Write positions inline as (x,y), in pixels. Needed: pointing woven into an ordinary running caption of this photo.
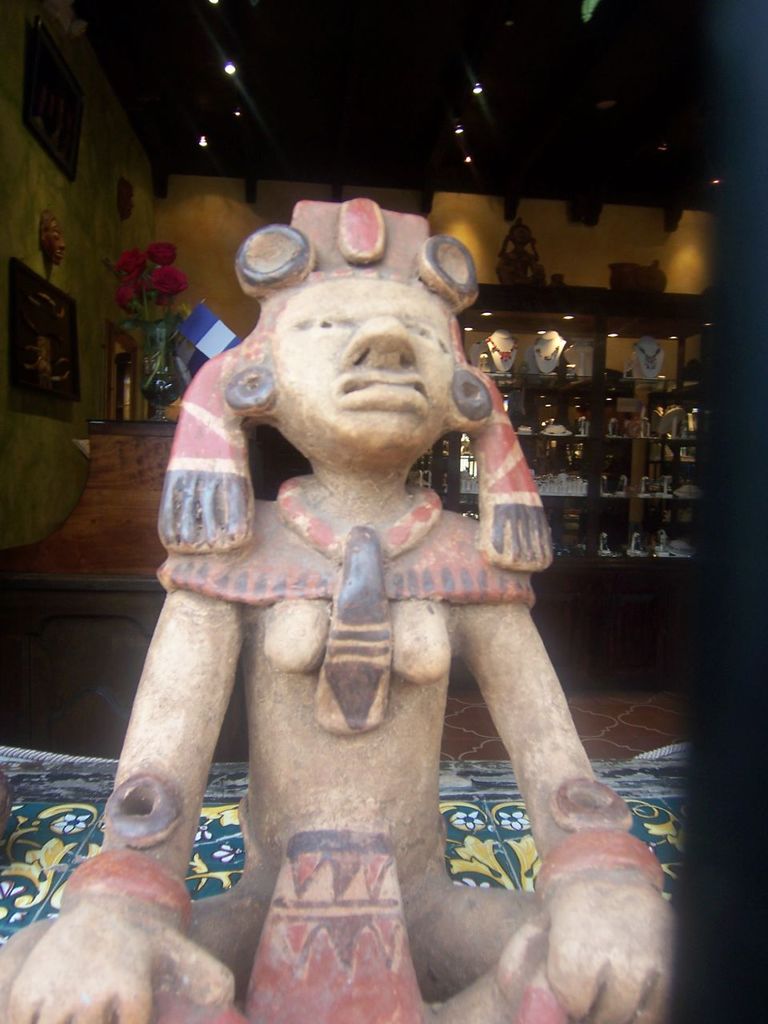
This image consists of an idol (367,985). In the background (159,206), it looks like a shop (656,653) in which we can see the jewelry (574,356). At the top (356,32), there is a roof (319,87) along with the light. On the left (134,256), there is a flower vase (134,256) and the frames (57,329) on the wall (59,274).
